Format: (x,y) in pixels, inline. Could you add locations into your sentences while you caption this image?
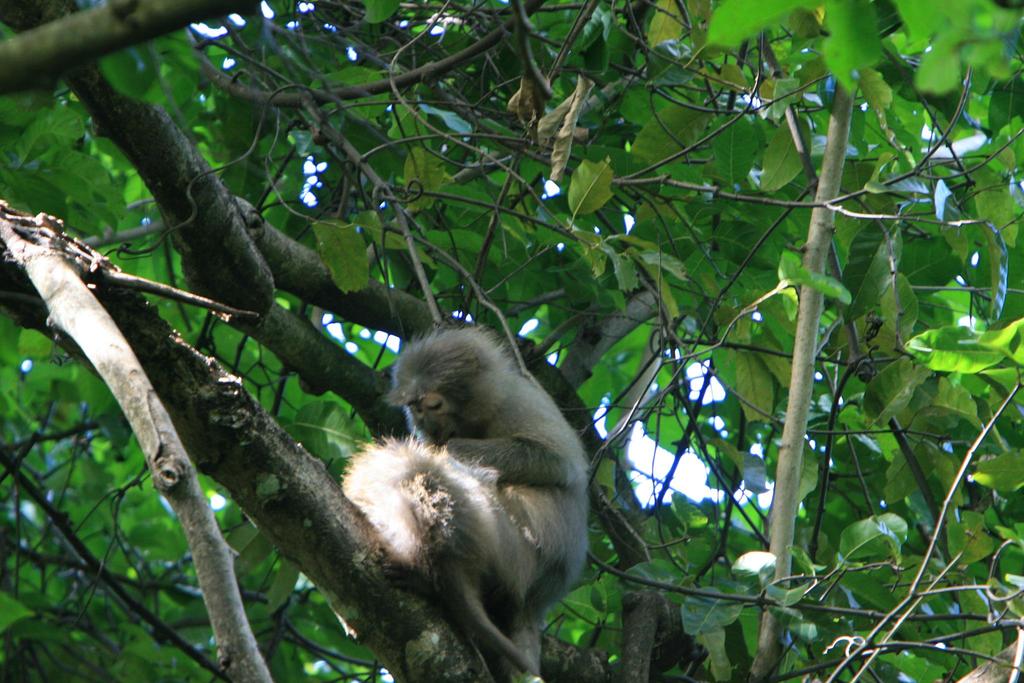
In this image there is a monkey (386,463) on the tree (398,416). There are green leaves (120,174) around the monkey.
